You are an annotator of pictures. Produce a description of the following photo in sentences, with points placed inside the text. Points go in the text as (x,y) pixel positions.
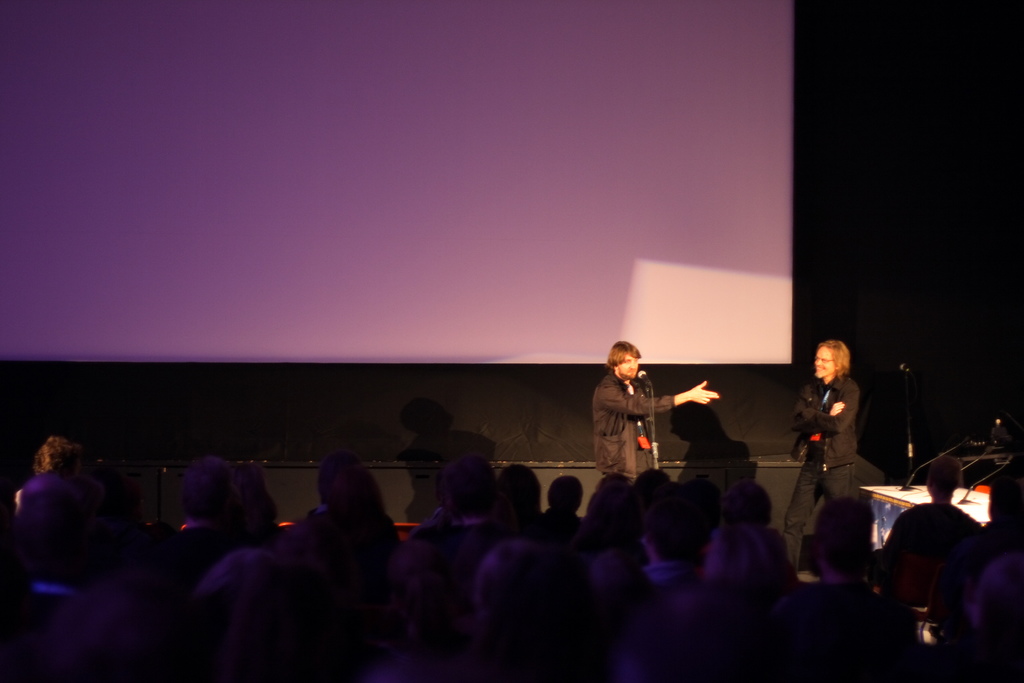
In this image I can see the group of people (464,581). In-front of these people (532,520) i can see two people (629,468) standing and there is a person (636,419) in-front of the mic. to the right (967,509) I can see the mics (910,476) on the table (889,526). in the background (492,282) i can see the screen (667,196) and there is a black background (892,177).
